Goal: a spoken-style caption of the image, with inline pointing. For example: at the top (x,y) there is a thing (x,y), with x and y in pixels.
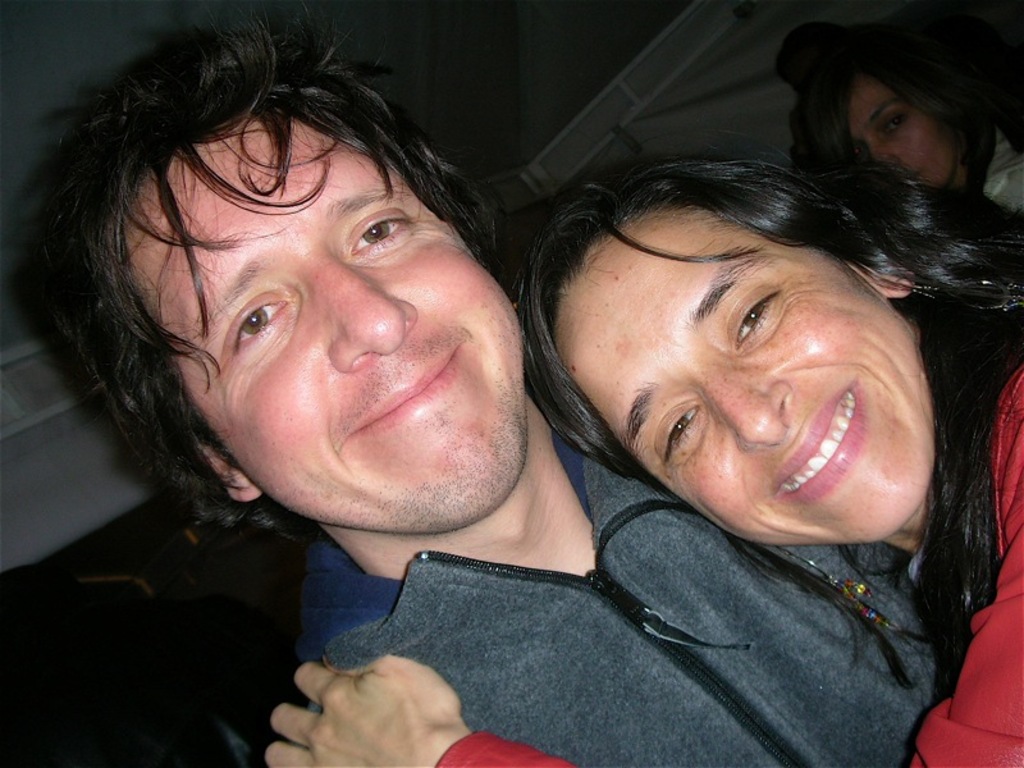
In this image there is a woman (808,431) who is laying on the shoulder (605,478) of a man (425,410) who is beside her. In the background (861,117) there is another woman (877,82). At the top (638,72) there is ceiling (572,71).
